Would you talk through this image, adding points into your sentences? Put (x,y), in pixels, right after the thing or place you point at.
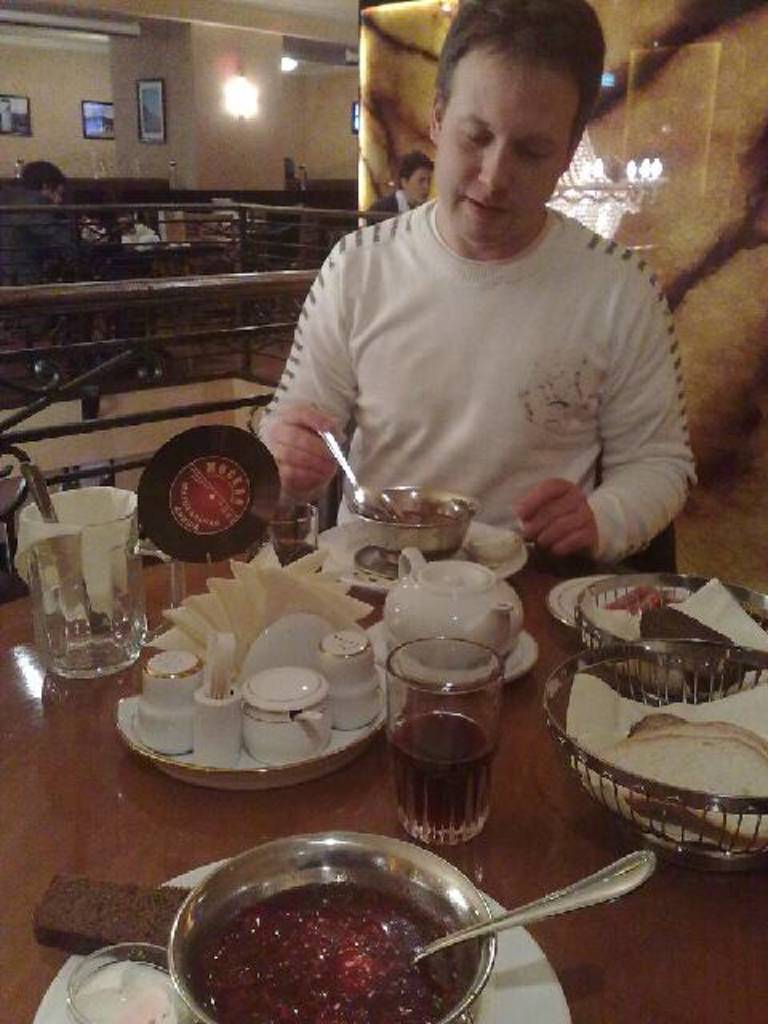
In this image I can see a man (638,405) is sitting and I can see he is holding a spoon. I can also see he is wearing white dress (536,345). Here on this table (579,944) I can see few plates (331,750), few cups (333,722), few glasses (463,709) and food items (218,958). In the background (352,136) I can see few more people (37,260) and I can see few frames (141,103) on these walls (36,146).
